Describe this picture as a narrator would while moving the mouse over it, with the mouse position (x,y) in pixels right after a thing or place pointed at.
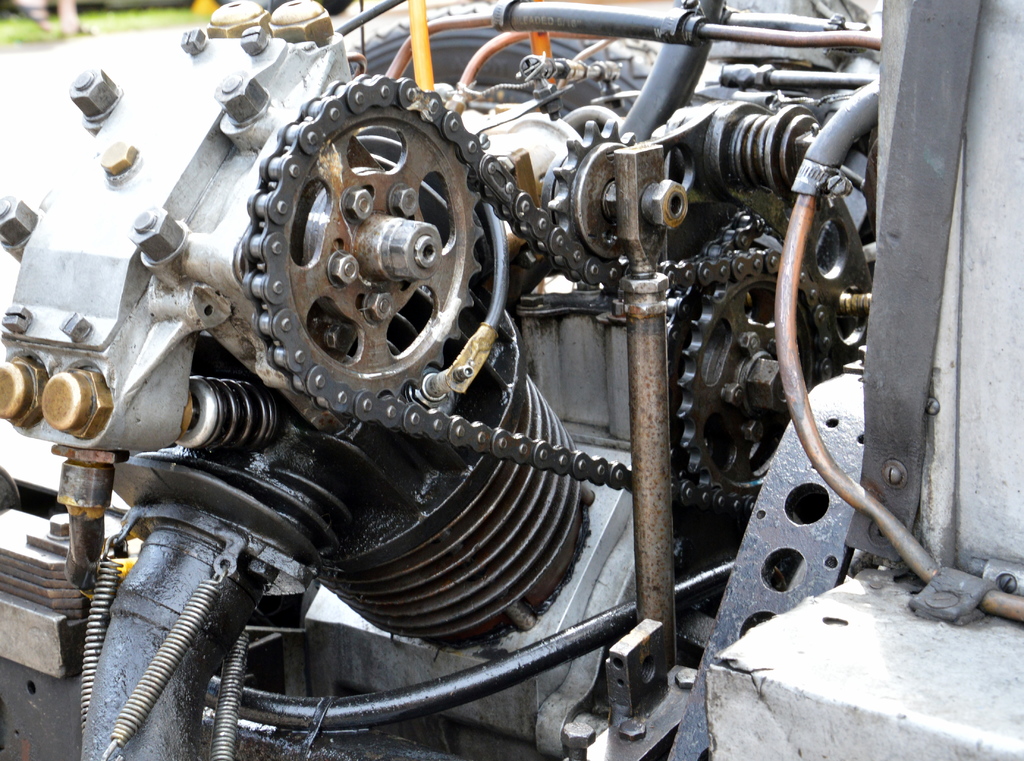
In this image there is an engine (715,354) of a vehicle (715,354).
